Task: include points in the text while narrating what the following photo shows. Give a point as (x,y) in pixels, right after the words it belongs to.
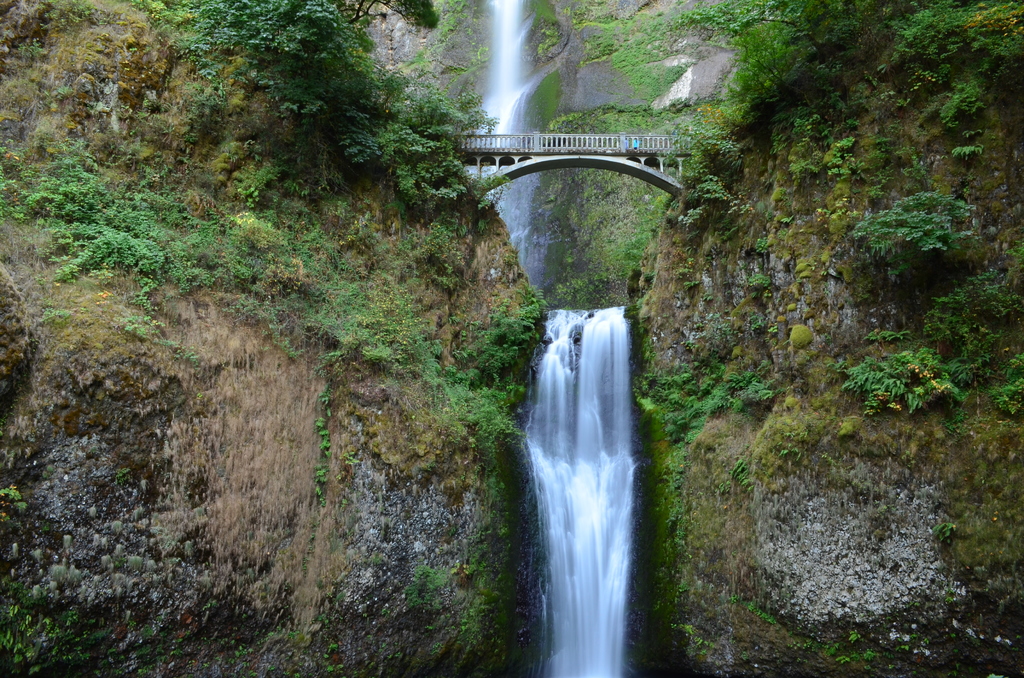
In this picture there is beautiful view of the waterfall (552,400). In the front (618,657) there is a water fall (557,347) and above a arch design bridge (569,144). On both the side there are two huge mountain (485,323) with trees (299,112).
